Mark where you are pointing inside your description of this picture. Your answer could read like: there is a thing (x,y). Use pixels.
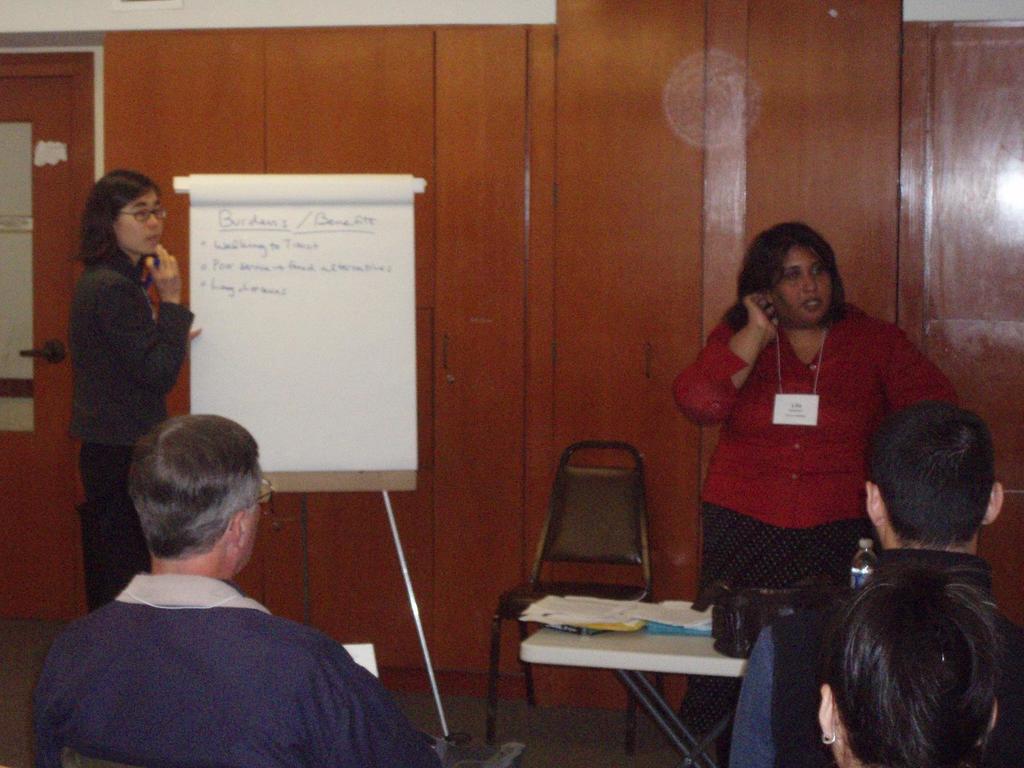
On the right (776,428) there is a woman (782,443) who is wearing a red color shirt (764,449). On the left (137,348) there is a person (148,262) who is holding a board (307,326). On the bottom (258,695) there is a person (225,649) who is sitting on a chair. On the bottom right corner (911,695) there is a two persons (980,645), in-front of them there is a water bottle (865,566).
